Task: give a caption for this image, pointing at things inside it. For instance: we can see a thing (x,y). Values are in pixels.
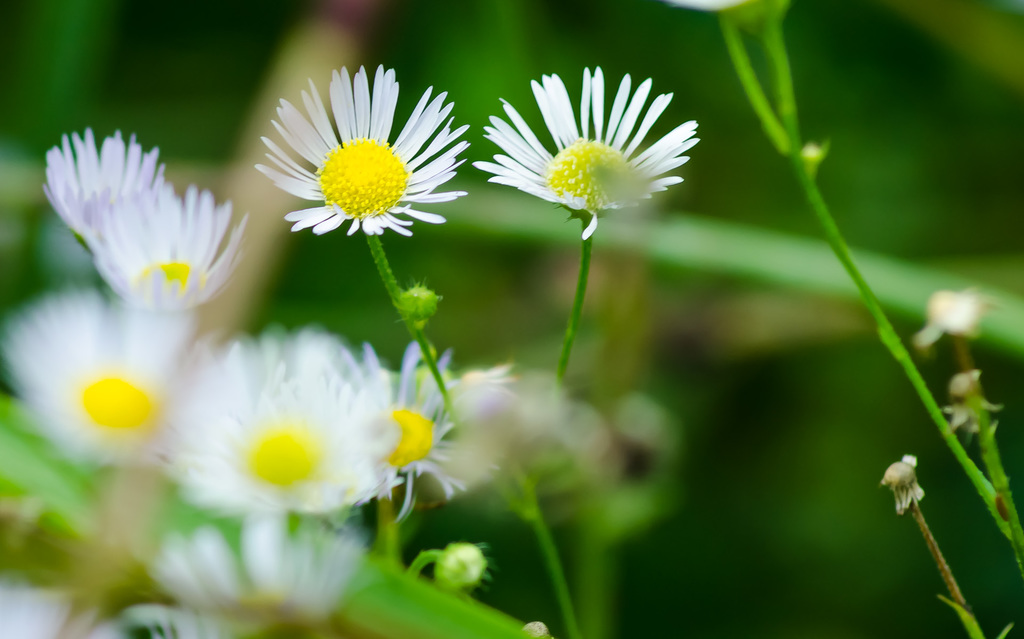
This image consists of flowers (204,357) in white color. In the background (942,249), we can see green color. And the background (824,18) is blurred.
